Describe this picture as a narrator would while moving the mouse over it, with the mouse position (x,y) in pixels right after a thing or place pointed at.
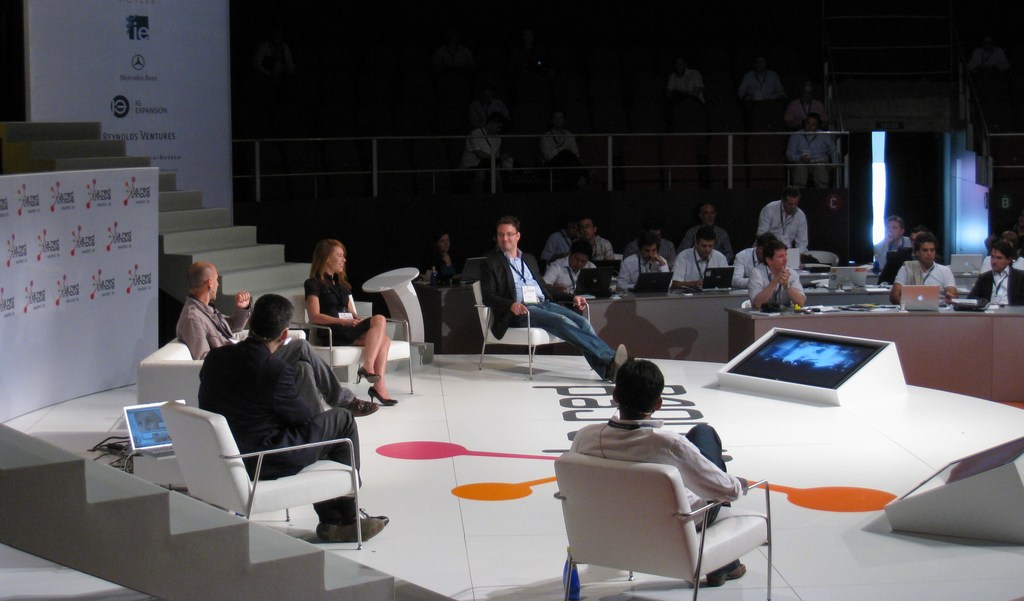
In this picture and a group of people (648,447) sitting and there are stairs (186,243) here that some audience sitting and we have a monitor (152,432) beside the chair (207,428).
